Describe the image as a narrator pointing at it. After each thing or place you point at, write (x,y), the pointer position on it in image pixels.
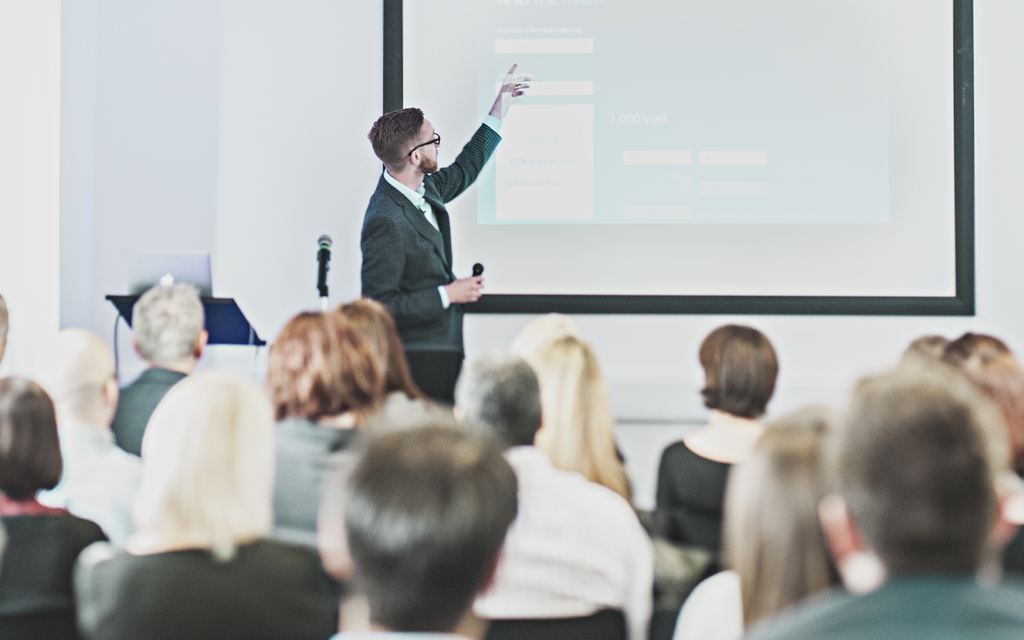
In this image I can see number of persons (274,502) are sitting on chairs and a person (449,373) wearing white shirt (422,208), blazer (416,224) and pant (425,387) is standing and holding a black colored object (478,274) in his hand (478,284). I can see a blue colored table (222,314), a laptop (194,277) on the table (237,312), the wall (217,142) and the screen (726,92).
